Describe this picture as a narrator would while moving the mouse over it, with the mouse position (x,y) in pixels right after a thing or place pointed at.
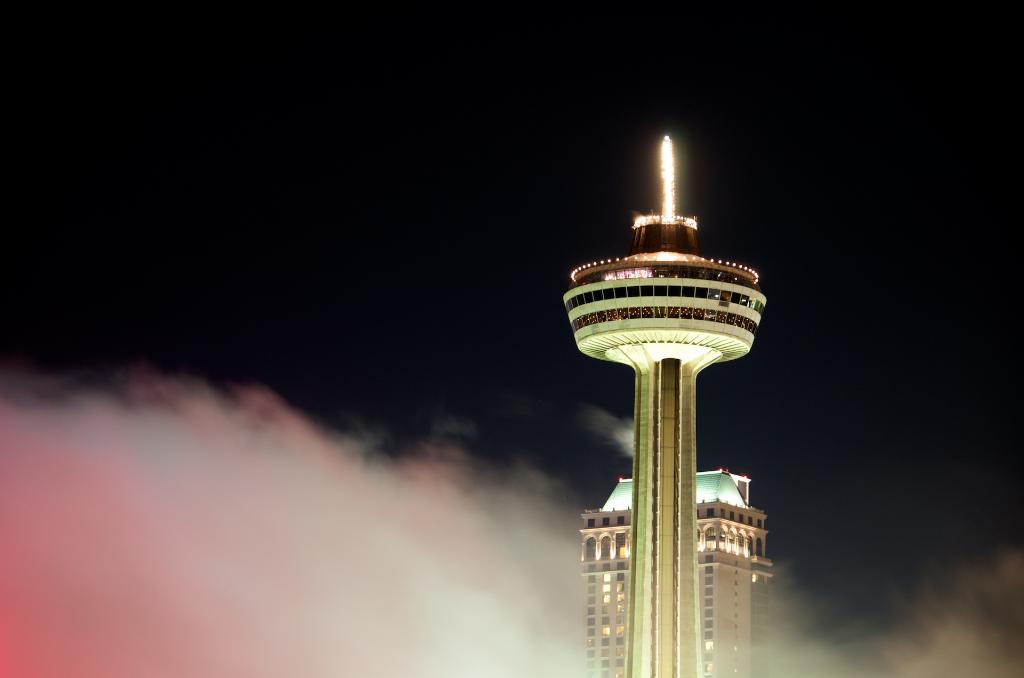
In the image we can see some towers (739,282). Behind them there is fog (273,428).
